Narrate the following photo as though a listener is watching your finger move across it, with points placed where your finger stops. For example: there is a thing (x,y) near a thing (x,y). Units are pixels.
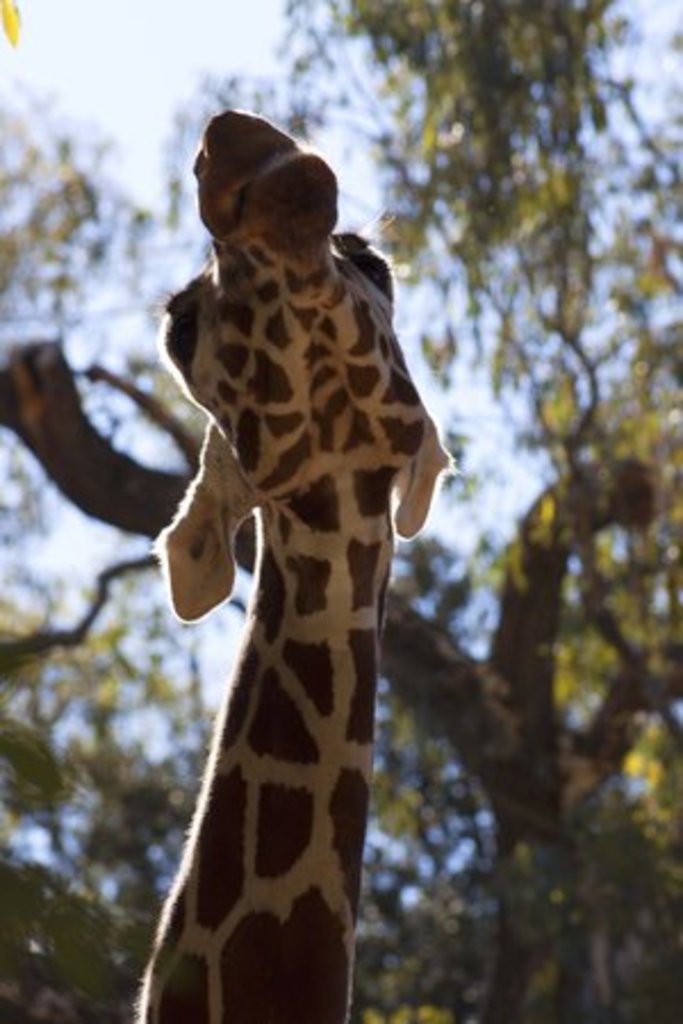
In this picture there is a giraffe (314,931) in the foreground (221,748). At the back (20,652) there are trees (40,231). At the top (120,65) there is sky (106,52).
